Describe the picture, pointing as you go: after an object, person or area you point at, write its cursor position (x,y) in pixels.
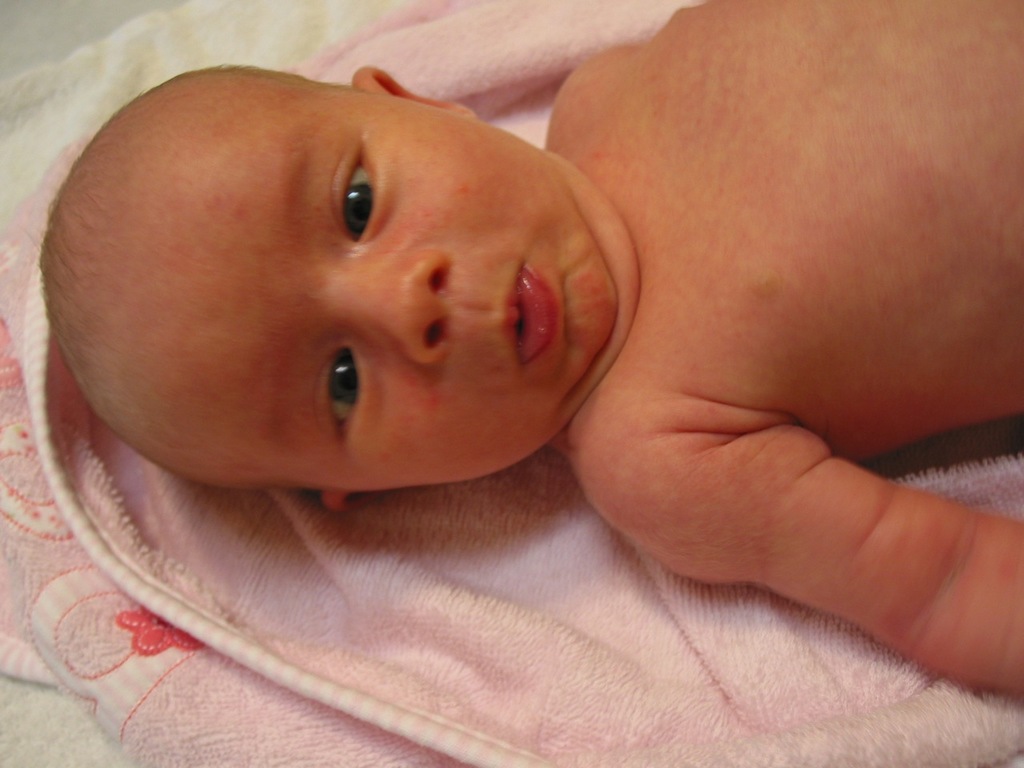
We can see a baby (460,198) lying on a towel cloth (726,647) as we can see in the middle of this image (482,492).
